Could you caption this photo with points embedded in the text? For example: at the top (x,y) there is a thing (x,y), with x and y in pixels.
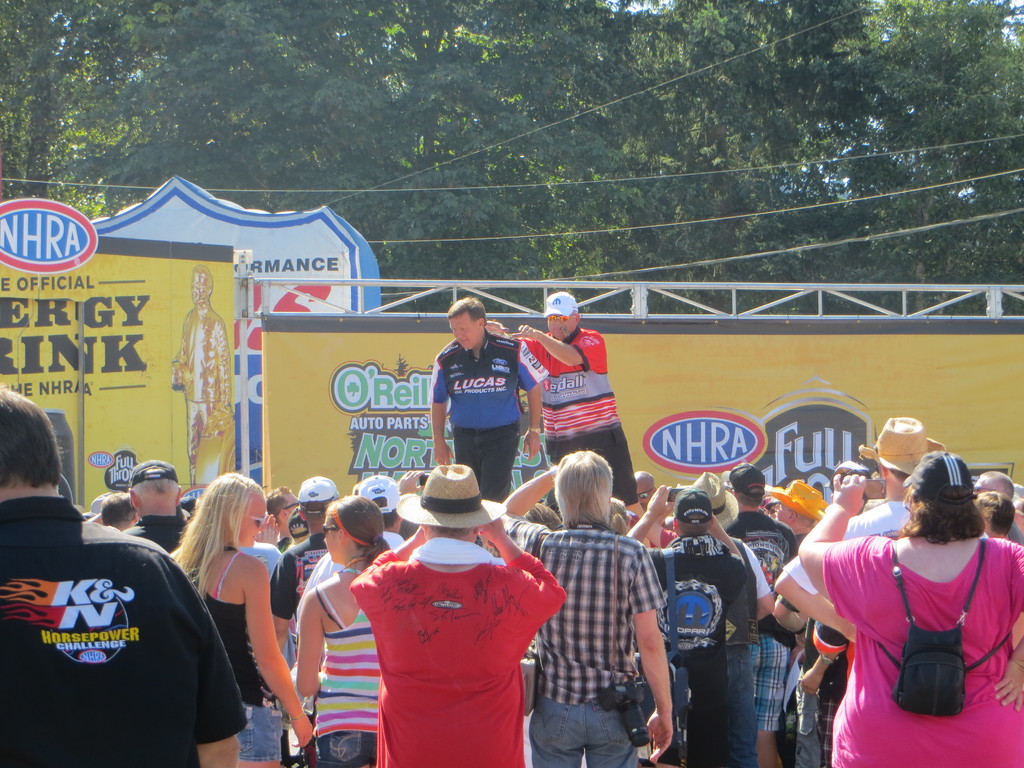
In this picture I can see so many people (409,561) are standing, among them two persons (479,401) are standing on the stage (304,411), behind there are some banners (222,390) and trees (101,203).
